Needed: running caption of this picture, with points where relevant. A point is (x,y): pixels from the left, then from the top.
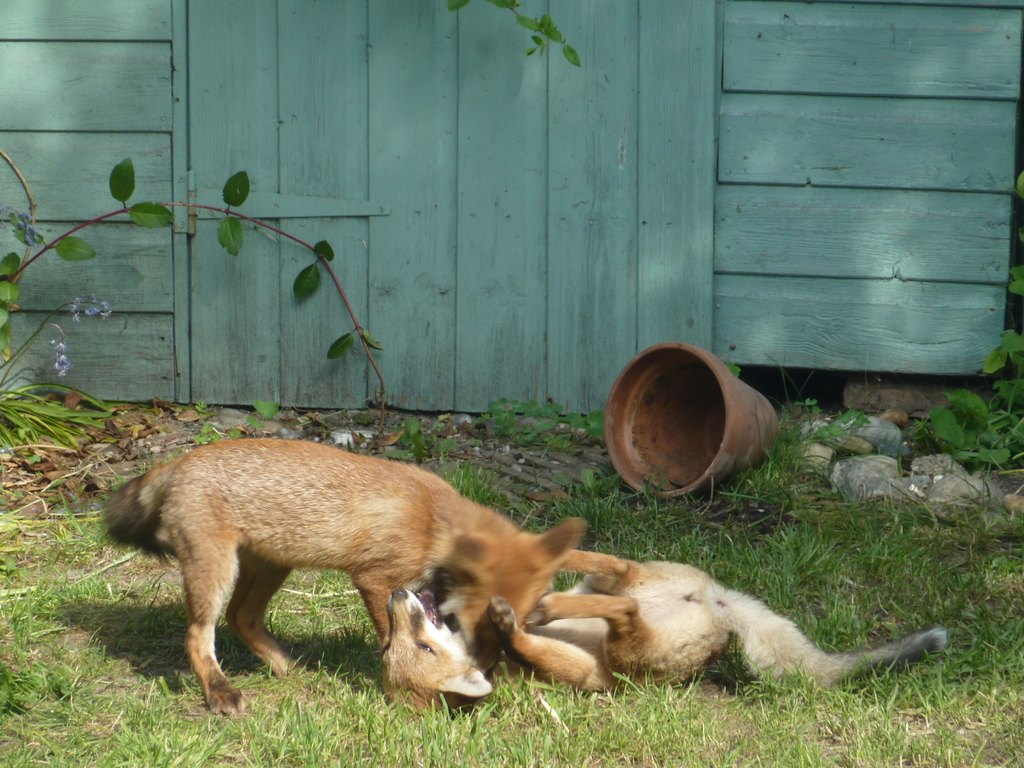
In this image we can see two animals (429,575) on the ground (316,608), there is a flower pot (697,407), stones (815,453), plants (43,428) and a wooden wall (817,69) with door (586,137) in the background (606,142).
